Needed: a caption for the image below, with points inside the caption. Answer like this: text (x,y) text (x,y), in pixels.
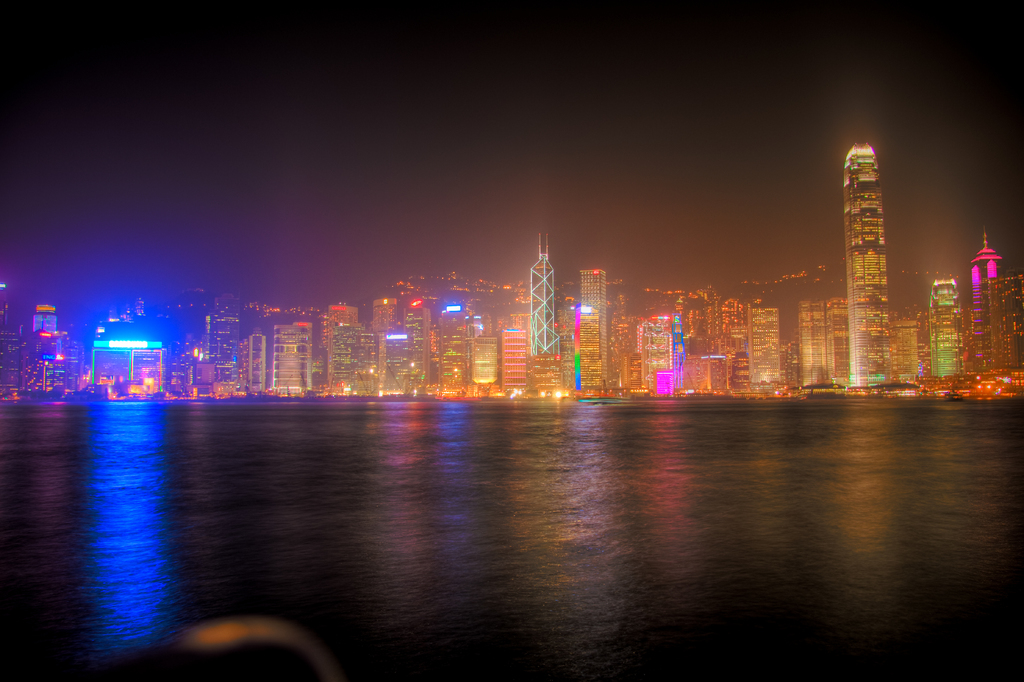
We can see water (728,413). In the background (716,242) we can see buildings (52,370), lights (328,373) and sky (484,95).
